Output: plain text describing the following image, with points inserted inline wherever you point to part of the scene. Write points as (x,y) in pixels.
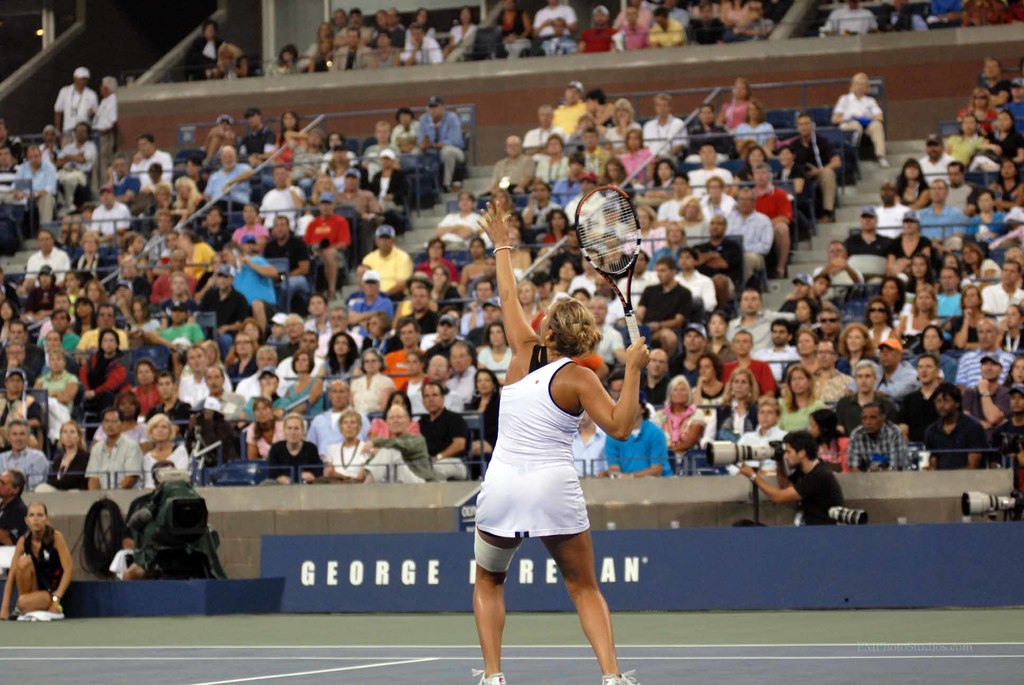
In this image there is a woman (603,605) standing and playing a tennis and in background (667,195) there are camera (773,446), hoarding (366,566), group of people (650,444) sitting in a stadium (270,524).
